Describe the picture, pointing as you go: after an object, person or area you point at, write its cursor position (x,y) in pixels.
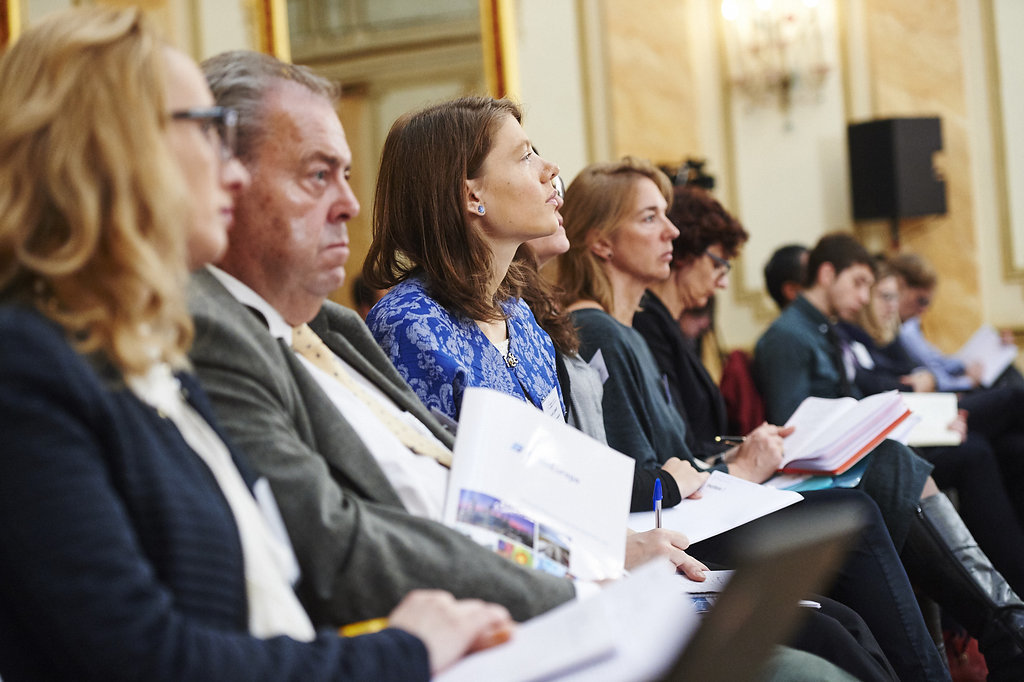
In this picture I can see few people (623,329) seated and few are holding papers (566,543) in their hands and few (835,366) of them holding books (888,420) and pens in their hands (760,478) and I can see lights (747,57) on the wall (949,141) and a speaker (929,158) and looks like few photo frames (399,67) on the back (314,42).
